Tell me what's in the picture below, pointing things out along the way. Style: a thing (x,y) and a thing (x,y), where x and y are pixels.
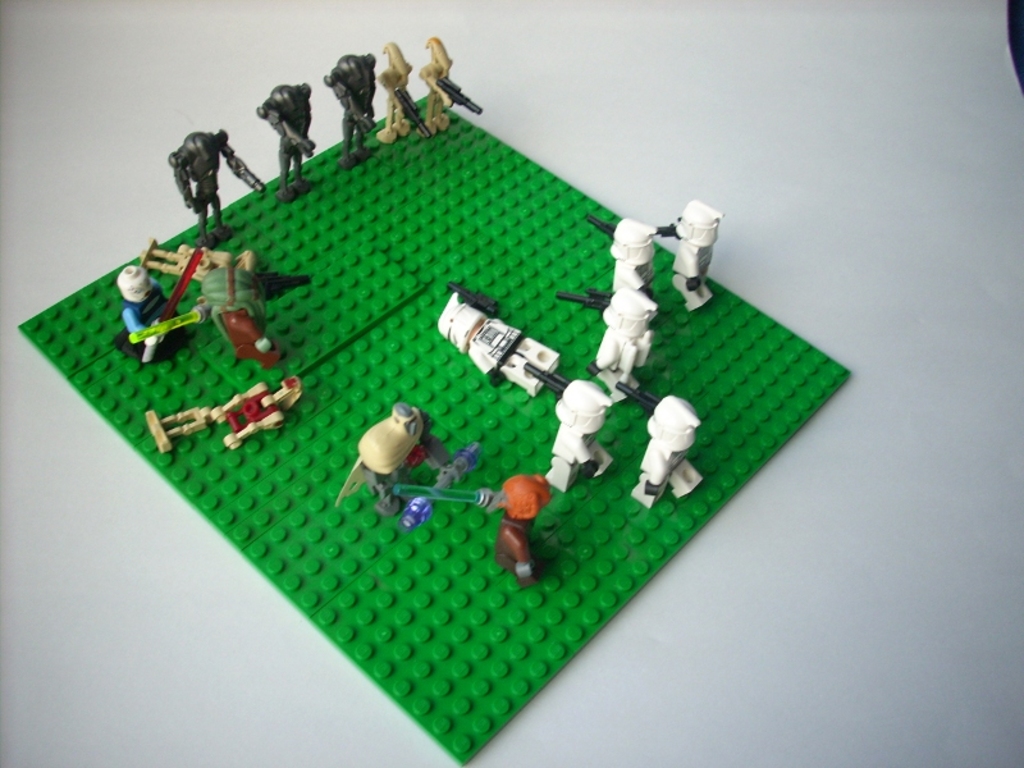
In this image we can see some lego toys (373,465) and the background (892,369) is white.
